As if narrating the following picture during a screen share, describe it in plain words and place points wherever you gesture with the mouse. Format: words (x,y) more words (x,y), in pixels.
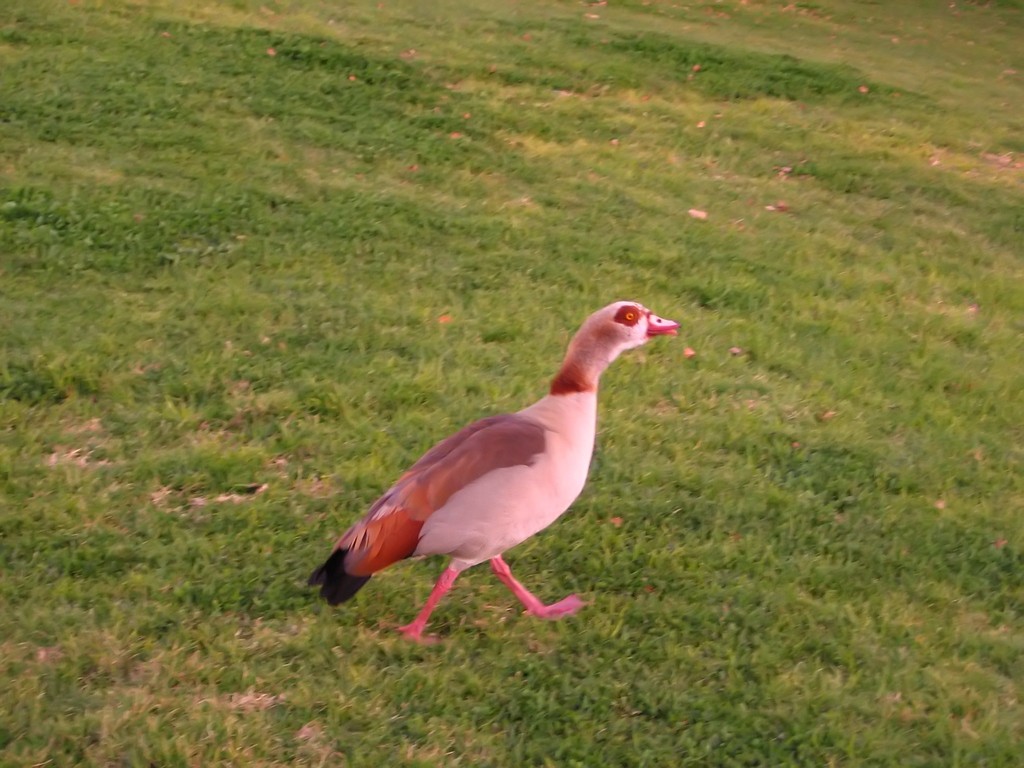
In the front of the image (384,519) I can see a bird (431,600). Land (473,686) is covered with grass (482,258).
